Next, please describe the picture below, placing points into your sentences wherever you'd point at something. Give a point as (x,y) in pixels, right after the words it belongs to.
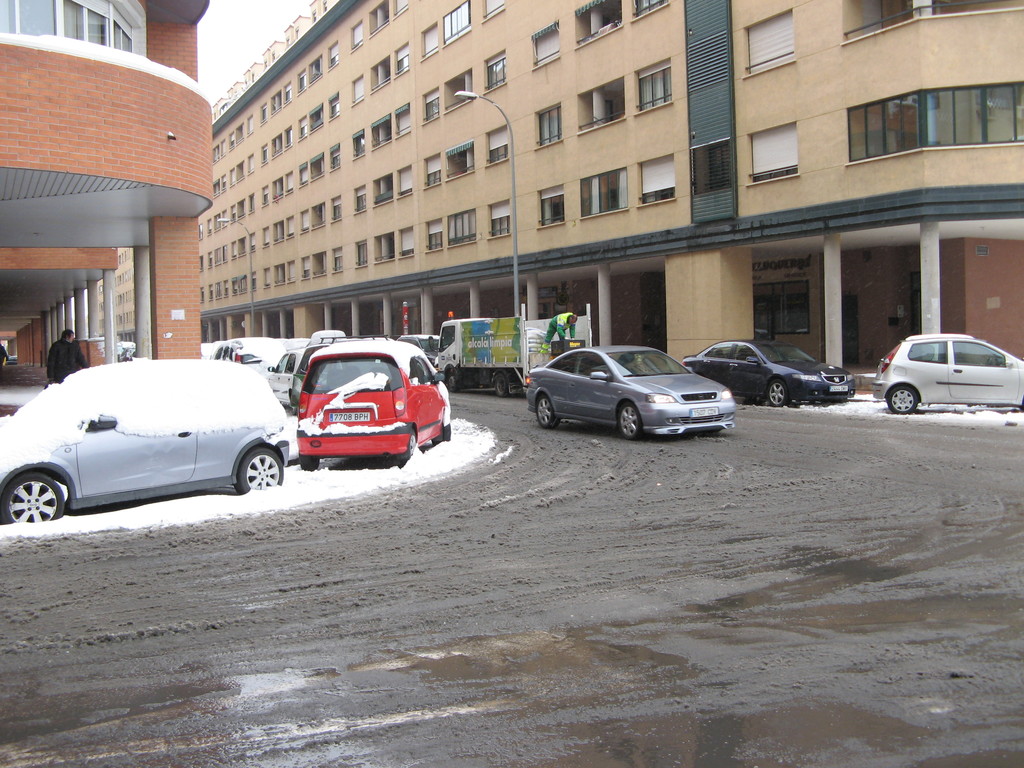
In the image there are few cars (327,447) on the road (524,573) with buildings (107,208) on either side of it with many windows (626,191) on it.
